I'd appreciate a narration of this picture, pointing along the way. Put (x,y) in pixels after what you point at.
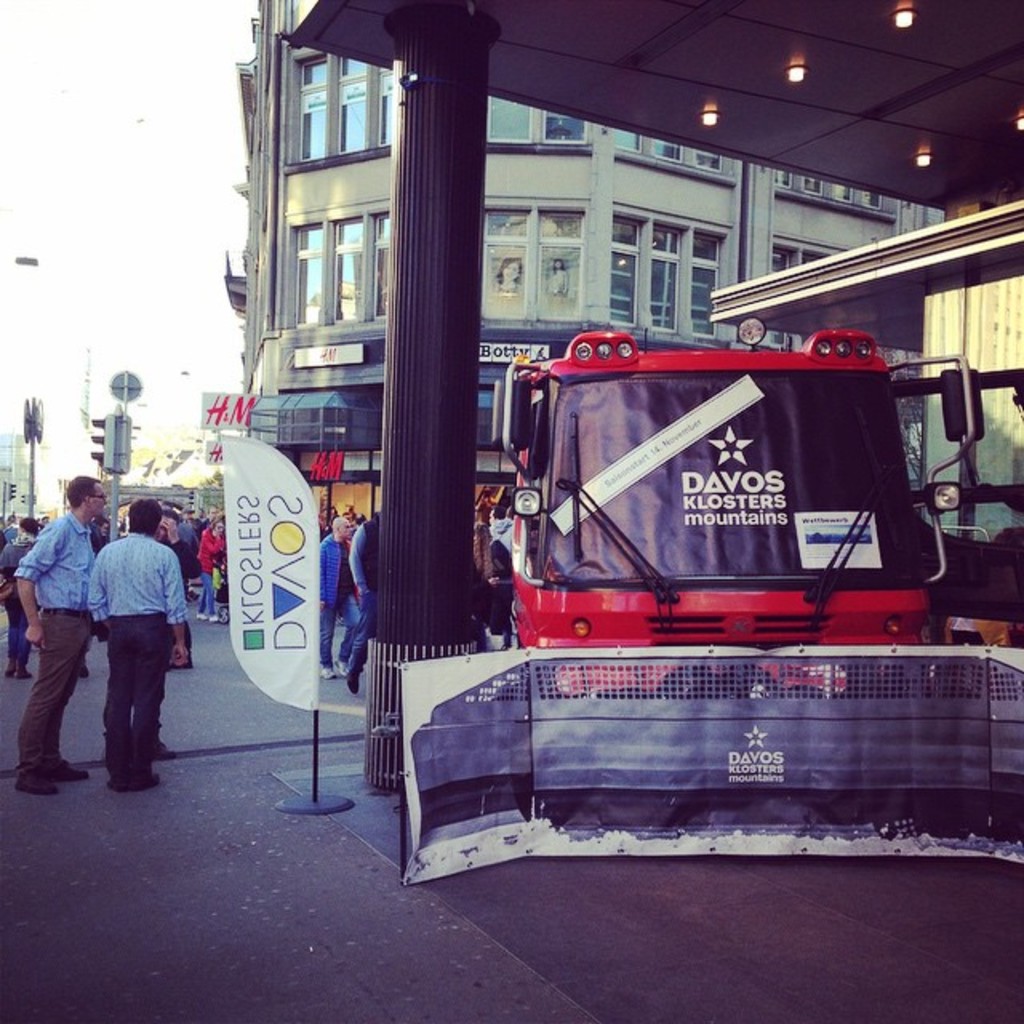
In this image I can see group of people (27,649) some are standing and some are walking. In front (606,420) I can see a vehicle (616,475) in red color, background (567,195) I can see few banners (282,501), a building (570,209) in cream color and the sky (124,204) is in white color, and I can also see a traffic signal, few light poles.
